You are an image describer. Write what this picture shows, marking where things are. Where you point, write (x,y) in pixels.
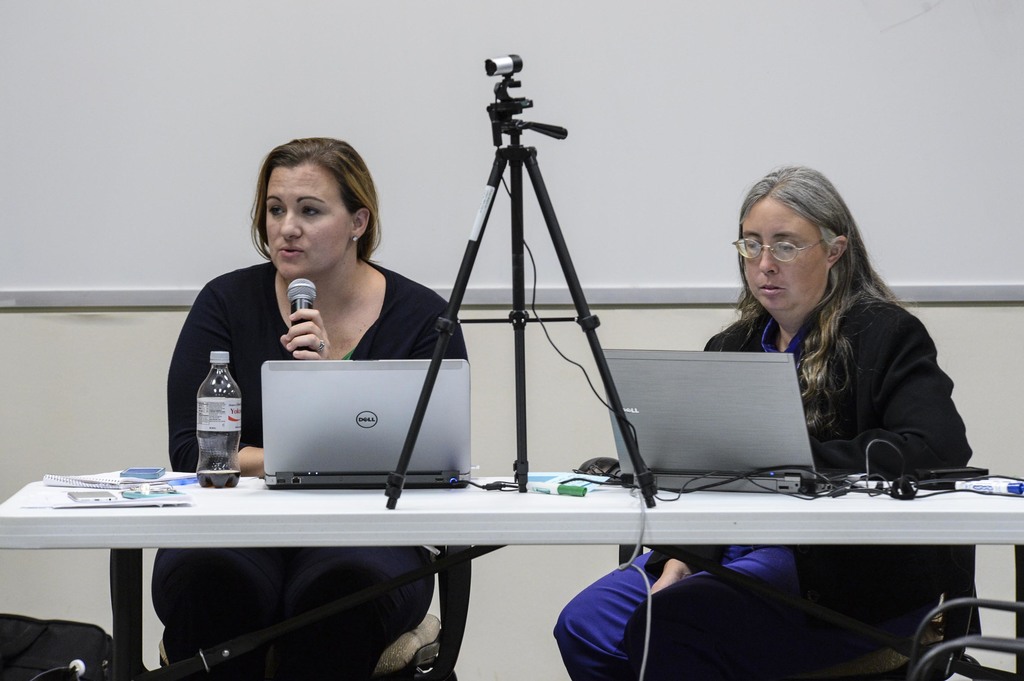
In this picture we can see a stand (469,248), laptop (358,410), bottle (236,478), papers (186,483), pen (1020,483) on the table (592,503), in the left side of the given image a woman (223,293) is seated on the chair (458,624) and talking with the help of microphone (308,288), in the right side of the given image a woman (910,600) is seated on the chair (857,665) and looking into the laptop (701,439).
